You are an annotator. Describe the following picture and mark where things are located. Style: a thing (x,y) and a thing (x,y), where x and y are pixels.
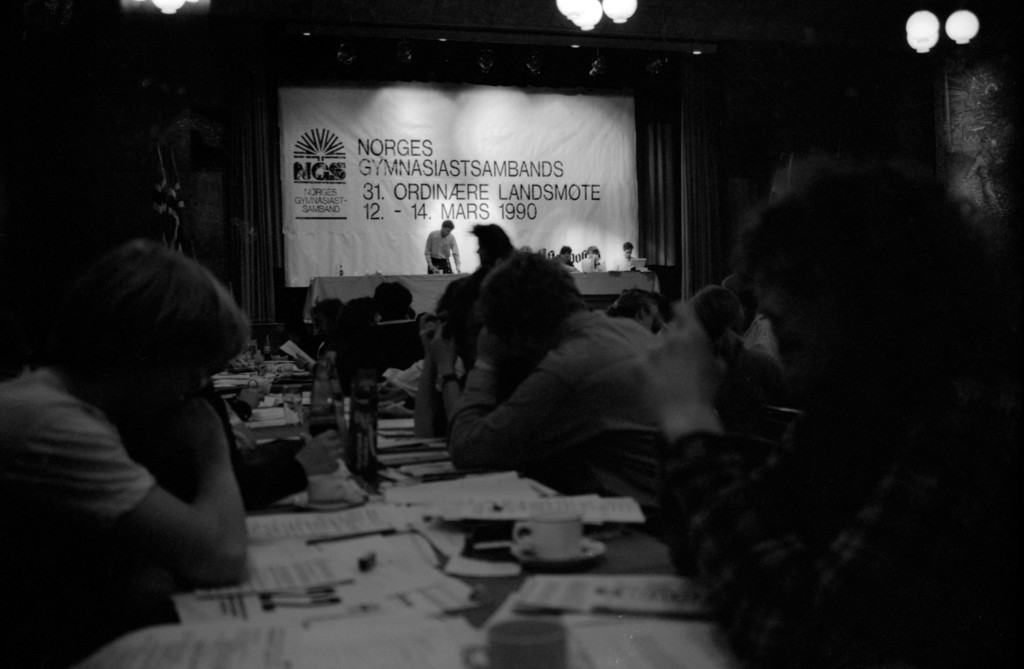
In this image I can see number of people (575,310) where one man (434,254) is standing and rest all are sitting. Here on these tables (337,501) I can see number of papers (403,566), few Bottles (345,430) and a cup (513,537).
